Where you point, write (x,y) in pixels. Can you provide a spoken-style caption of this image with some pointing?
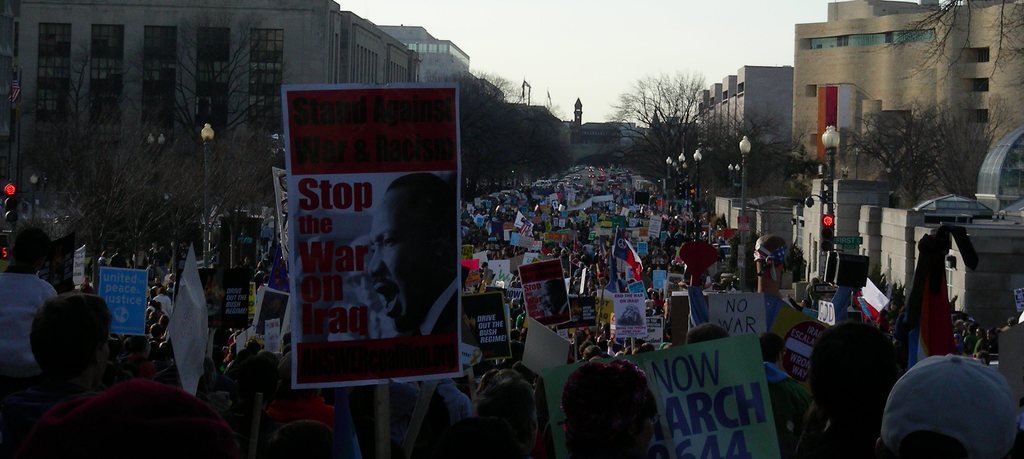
In this image there are people (609,249) protesting on a road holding posters (589,320) in their hands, in the background (677,194) there are buildings (904,88), trees (765,163), light poles (733,182) and the sky (799,0).
